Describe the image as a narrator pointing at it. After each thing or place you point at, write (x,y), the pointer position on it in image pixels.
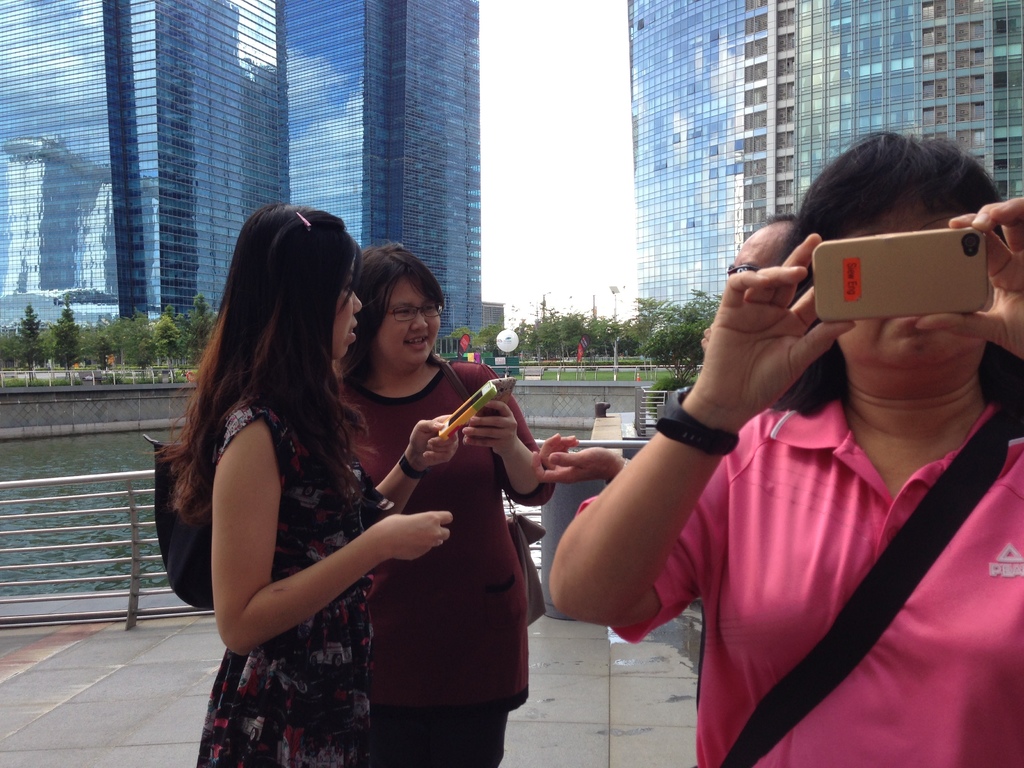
In this image there are three lady persons (419,503) who are holding mobile phones (451,419) in their hands (738,332) and at the background of the image (421,168) there are buildings (450,147).
